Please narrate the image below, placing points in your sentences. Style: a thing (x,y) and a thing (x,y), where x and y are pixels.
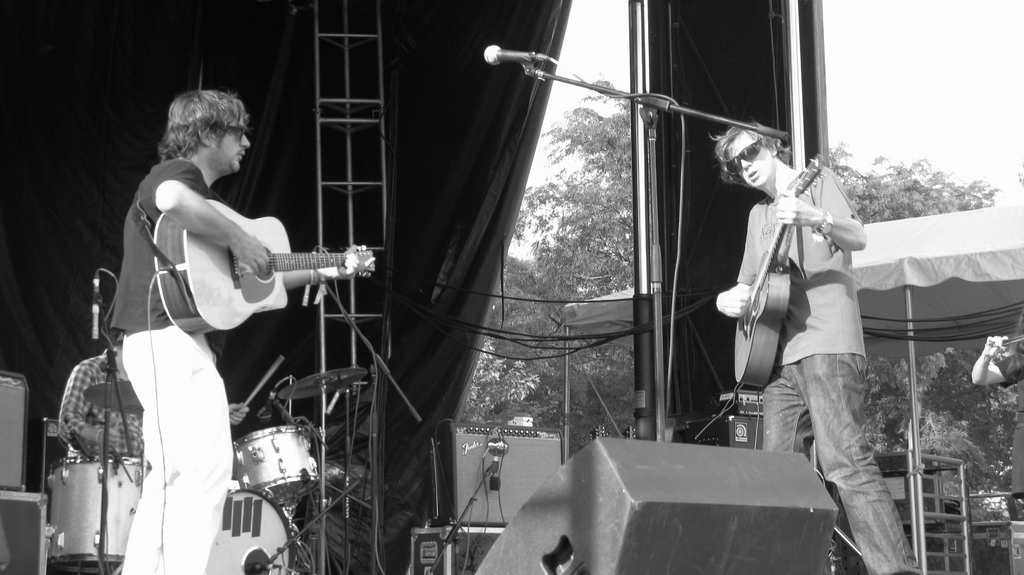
It is a music show the picture looks like a black and white picture there are total four persons (806,330) first two of them are holding guitars (165,284) in their hands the person (806,252) who is standing to the right side (821,317) is having mike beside him and in the left side (171,383) there is another person (182,335) who holding the guitar (219,307), behind them there is a person (66,415) who is sitting and playing the drums (265,455) and in the background (396,291) there is a black color curtain (511,150) and trees (569,193) and sky (582,70).
